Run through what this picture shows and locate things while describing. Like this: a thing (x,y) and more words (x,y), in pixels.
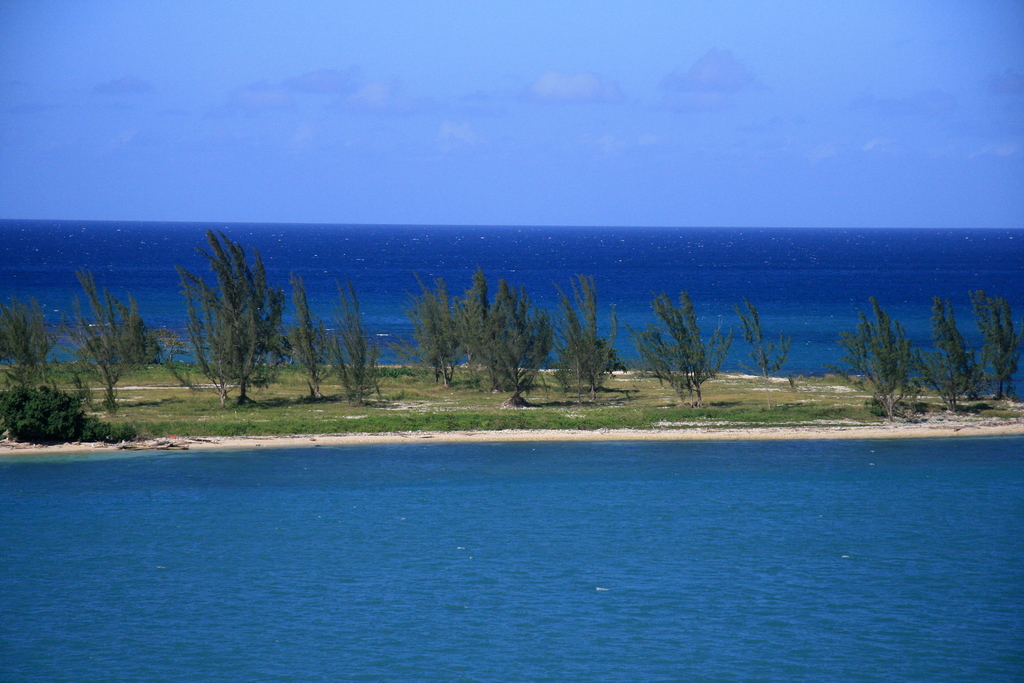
In this image, we can see trees (233,315) and in the background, there is water (524,250). At the top (302,106), there is sky (349,116).
